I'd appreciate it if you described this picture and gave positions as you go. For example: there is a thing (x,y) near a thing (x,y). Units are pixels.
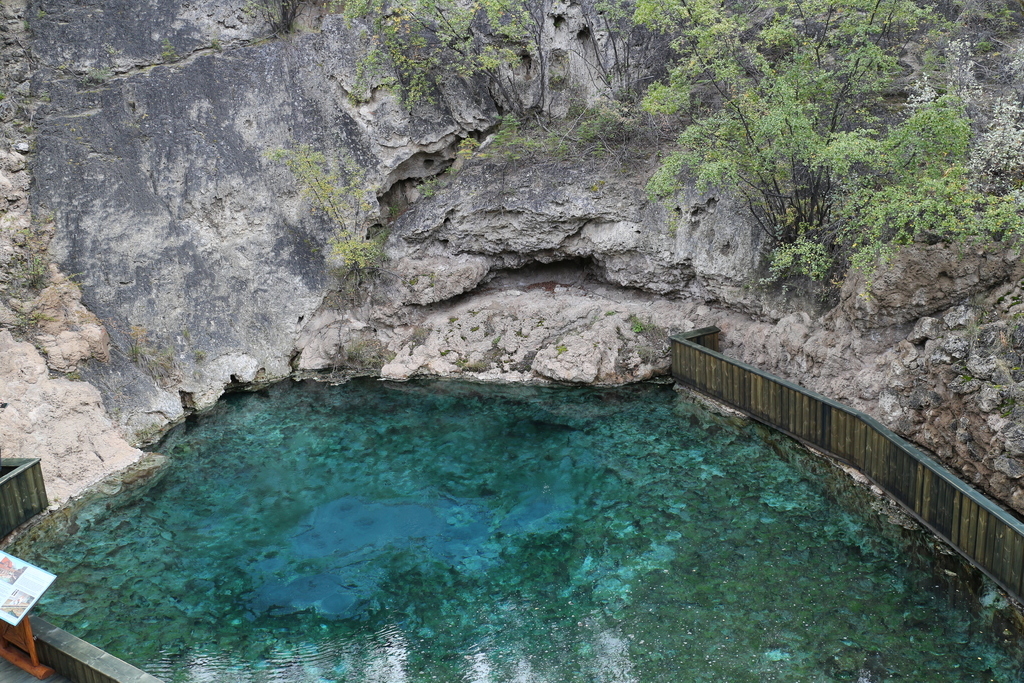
In this image, we can see some plants (463,37) on hill (566,262). There is a lake (606,502) at the bottom of the image (497,676). There is a barrier (74,654) in the bottom left (55,661) and in the bottom right of the image (973,537).
